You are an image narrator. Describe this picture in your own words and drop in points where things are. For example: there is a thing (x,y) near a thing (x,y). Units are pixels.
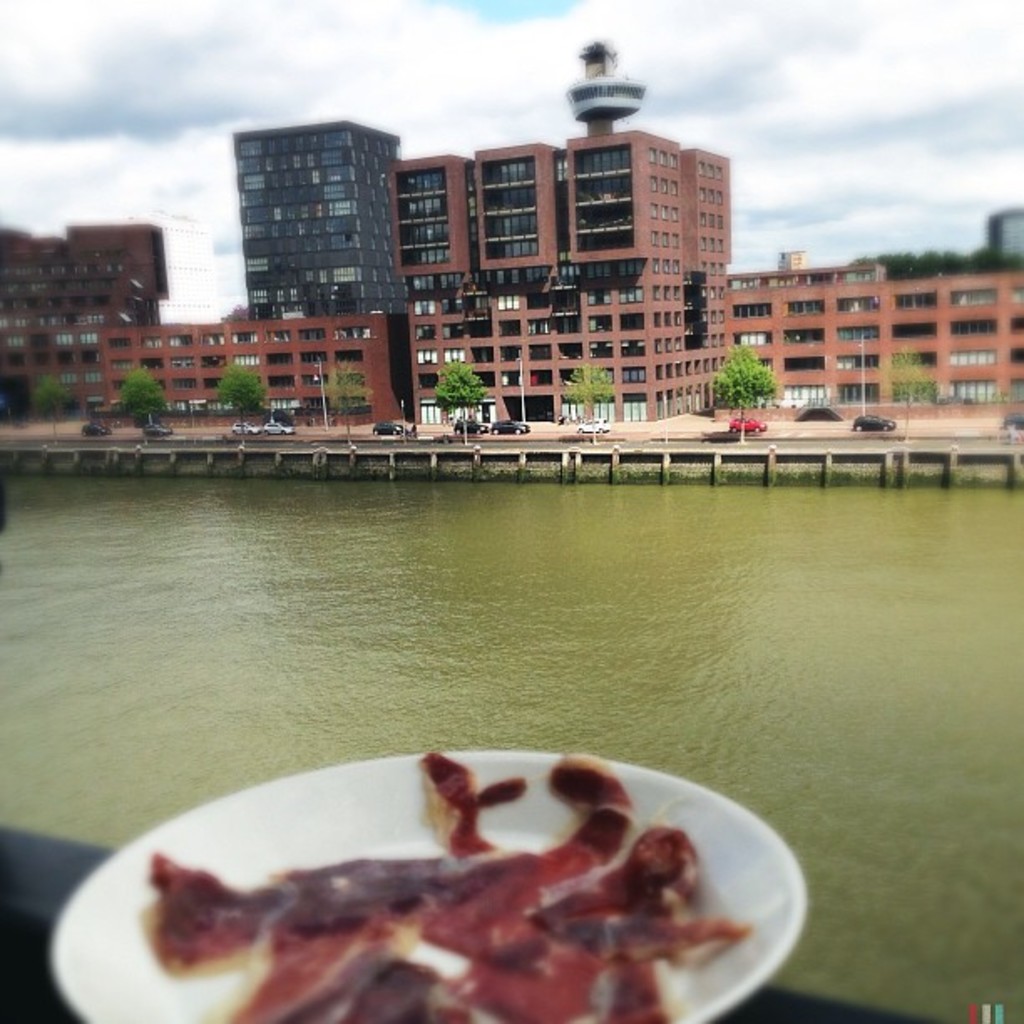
There is a white color plate (138,1000) having some objects (279,896) on it. This plate (667,986) is on the wall (762,1000). In the background (88,506), there is water (119,500), there are vehicles (738,419) on the road (949,421), there are trees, buildings (613,139) and there are clouds (54,49) in the blue sky (379,49).
